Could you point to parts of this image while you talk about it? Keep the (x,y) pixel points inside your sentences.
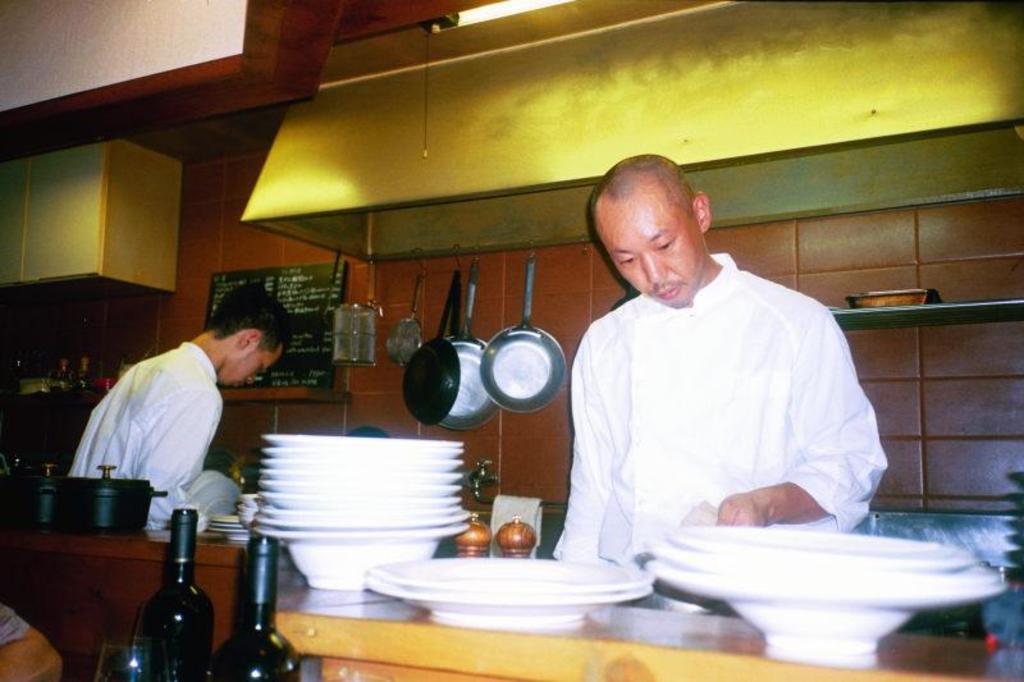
This picture consists of two persons (166,418) they both are standing in front of the table (623,615), on the table (732,665) there are plates (921,582), bottles (184,601), bowls (929,597) visible at the bottom (707,547) and in the background (71,307) there is a wall (555,274) on the wall (407,264) pans (533,366) attached and a board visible in front of the wall (377,344).
